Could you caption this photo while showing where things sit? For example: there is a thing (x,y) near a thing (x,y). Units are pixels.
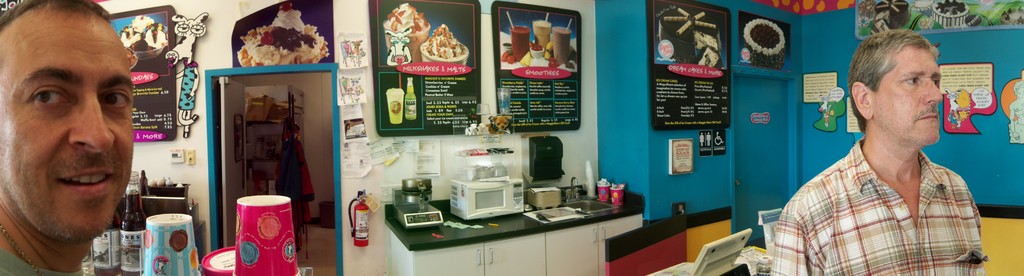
As we can see in the image there are two people (52,260), wall (952,142), door (738,166), banners (668,87), glasses (156,243), bottles (139,223), oven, sink (594,204), fire extinguisher (356,233) and laptops (720,271).
